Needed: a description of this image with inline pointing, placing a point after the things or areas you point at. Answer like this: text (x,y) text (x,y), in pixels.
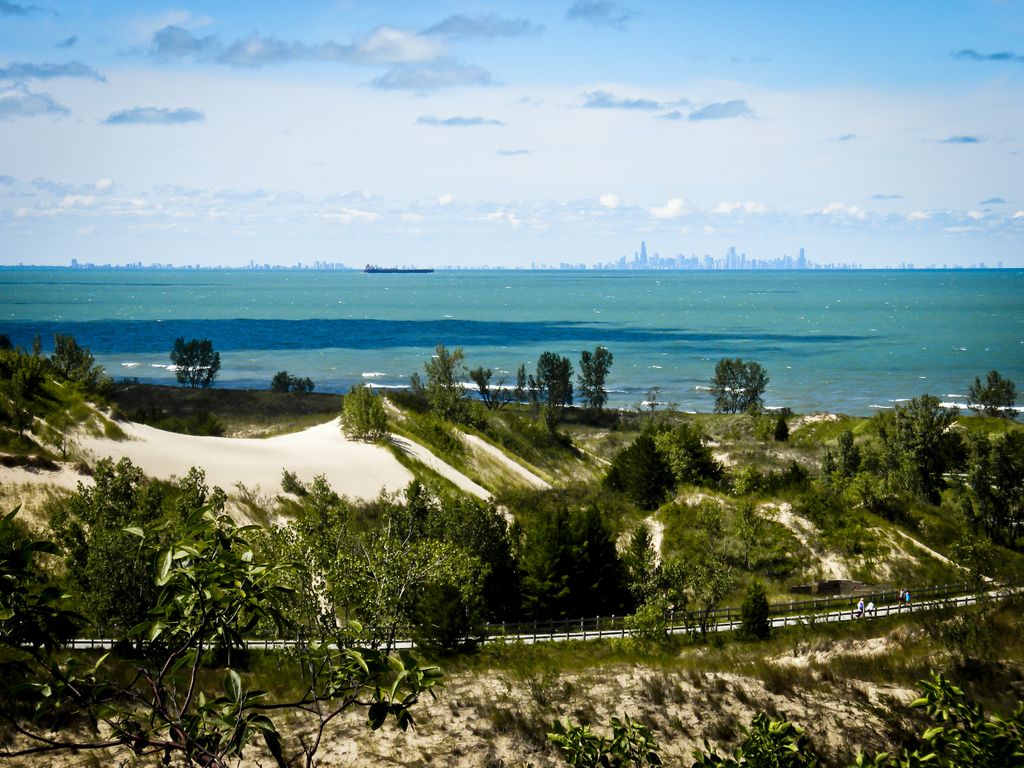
In this picture I can see few trees (599,514) in the middle (675,448), on the right side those look like the persons (902,598), in the background (634,348) I can see the water (526,323). At the top (544,138) I can see the sky (481,220).
